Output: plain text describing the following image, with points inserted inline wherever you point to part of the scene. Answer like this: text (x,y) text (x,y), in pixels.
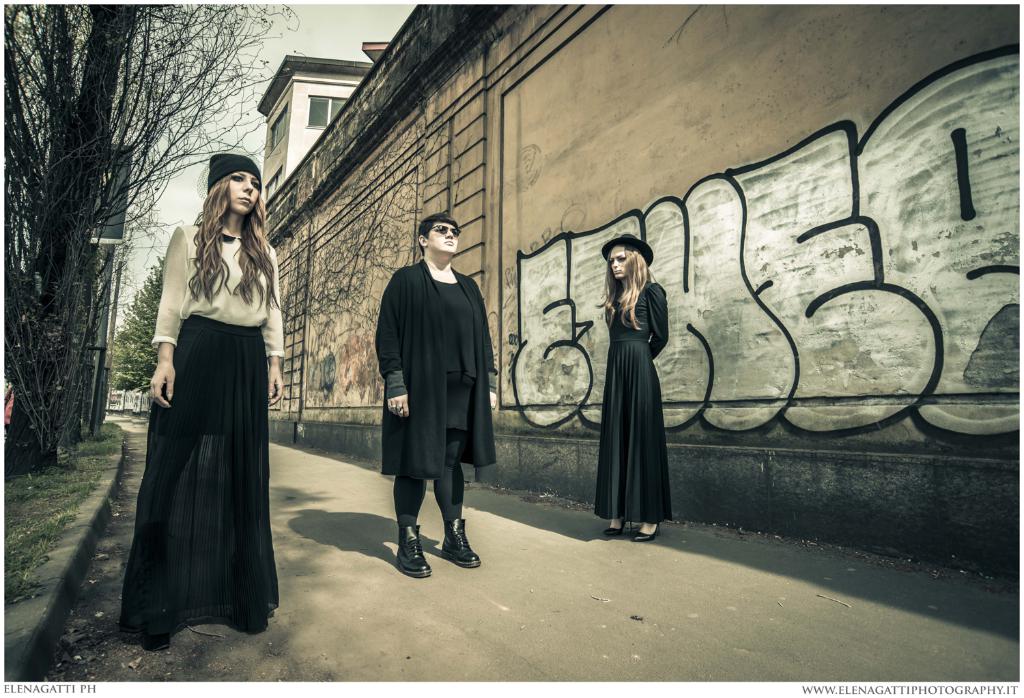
In this image I can see a man (461,374) and two women (174,379) are standing on the road (543,551). In the background (327,271) I can see trees (153,283), a building (282,79), a wall (383,232) which has some painting (718,275) on it and the sky (258,63).
